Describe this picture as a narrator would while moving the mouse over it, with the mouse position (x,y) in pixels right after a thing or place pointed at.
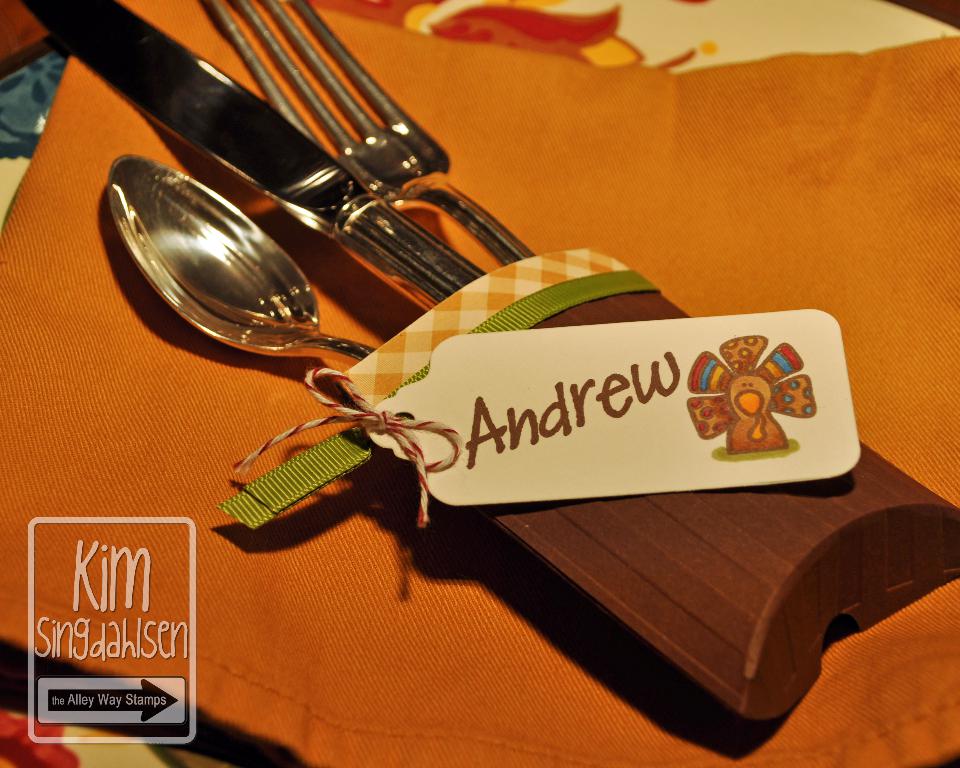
In this image I can see a spoon (271,287), fork (314,57) and knife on the cloth (353,277) and the cloth (353,277) is in orange color.
